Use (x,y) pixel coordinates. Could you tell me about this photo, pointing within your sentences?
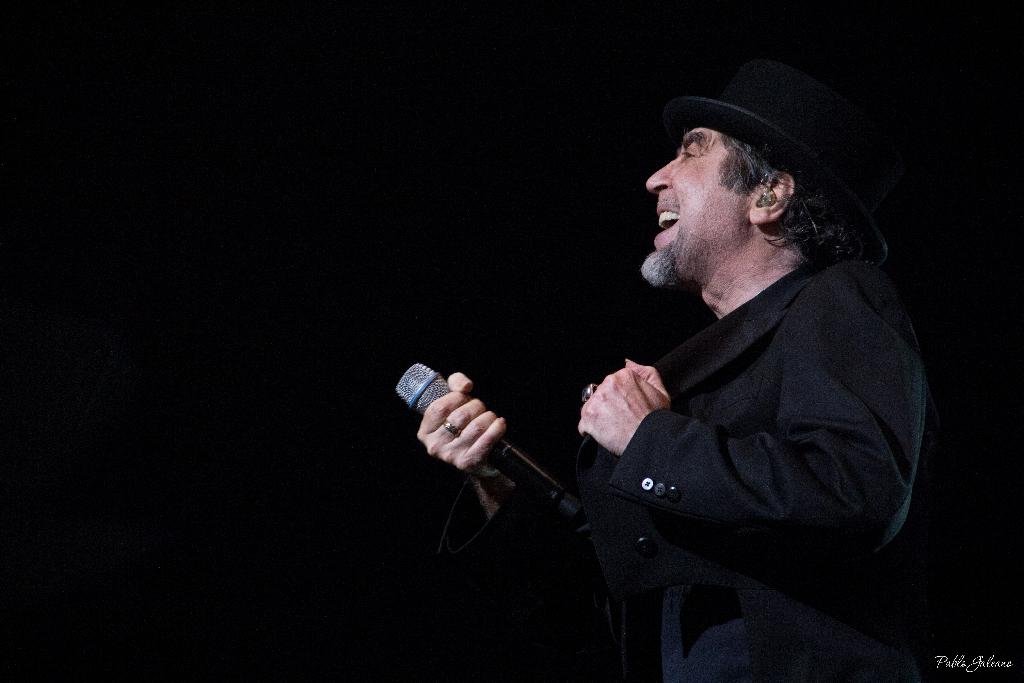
This is the man (766,327) standing and smiling. He is holding a mike (555,498) in his hand (488,419). He wore a suit (803,340) and a hat (796,150). The background (259,260) looks dark. At the bottom right corner of the image (996,666), I can see the watermark (937,666).
